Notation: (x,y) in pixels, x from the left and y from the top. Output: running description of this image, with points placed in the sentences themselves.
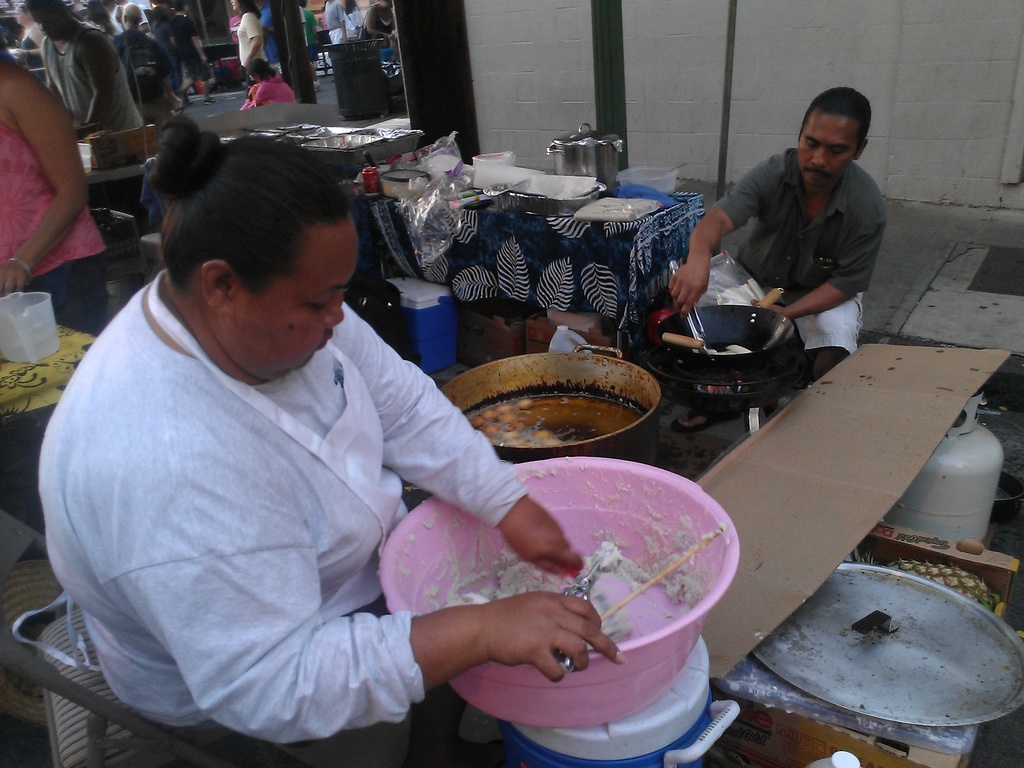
In this picture there is a woman (196,469) sitting in chair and placed her hands (567,611) in a pink color plastic tub (626,535) and there are few kitchen utensils (631,419) beside her and there is a person (809,262) sitting and holding an object (722,333) in his hands (698,282) in the right corner (822,241) and there is a table (614,201) which has few objects (548,181) placed on it beside him and there are few people (164,70) in the background (170,70).
